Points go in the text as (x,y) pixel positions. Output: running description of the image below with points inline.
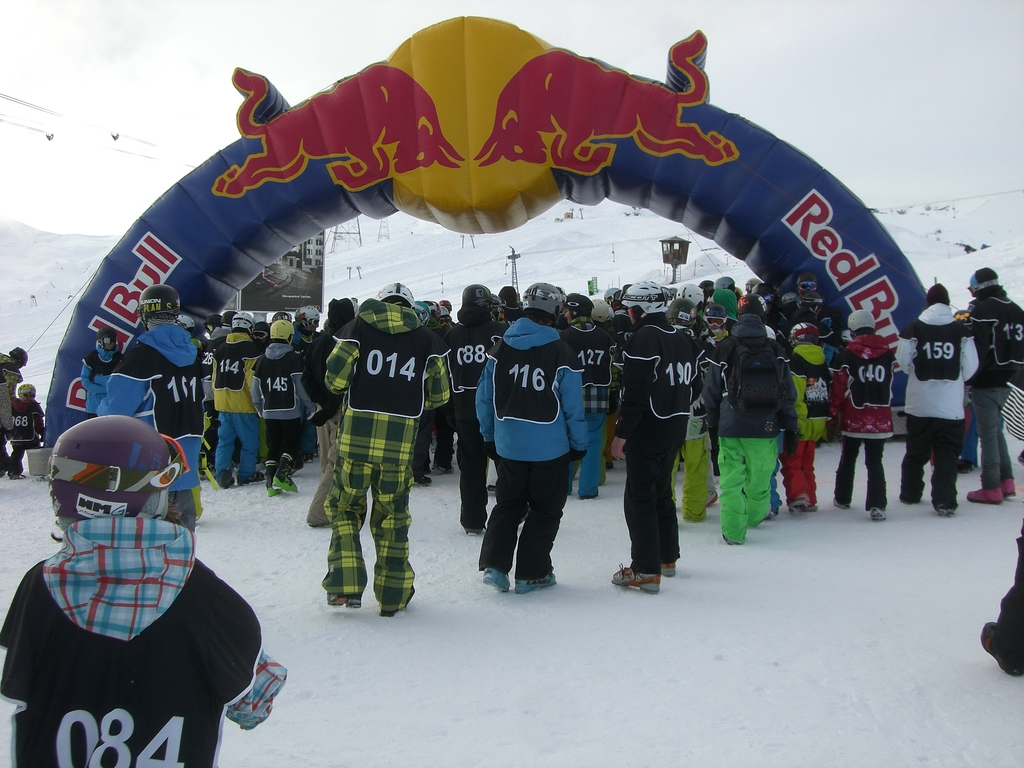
In this picture we can see a group of people (493,544) on the ground (461,572) and in the background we can see an inflatable arch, poster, poles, snow (425,554) and some objects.
